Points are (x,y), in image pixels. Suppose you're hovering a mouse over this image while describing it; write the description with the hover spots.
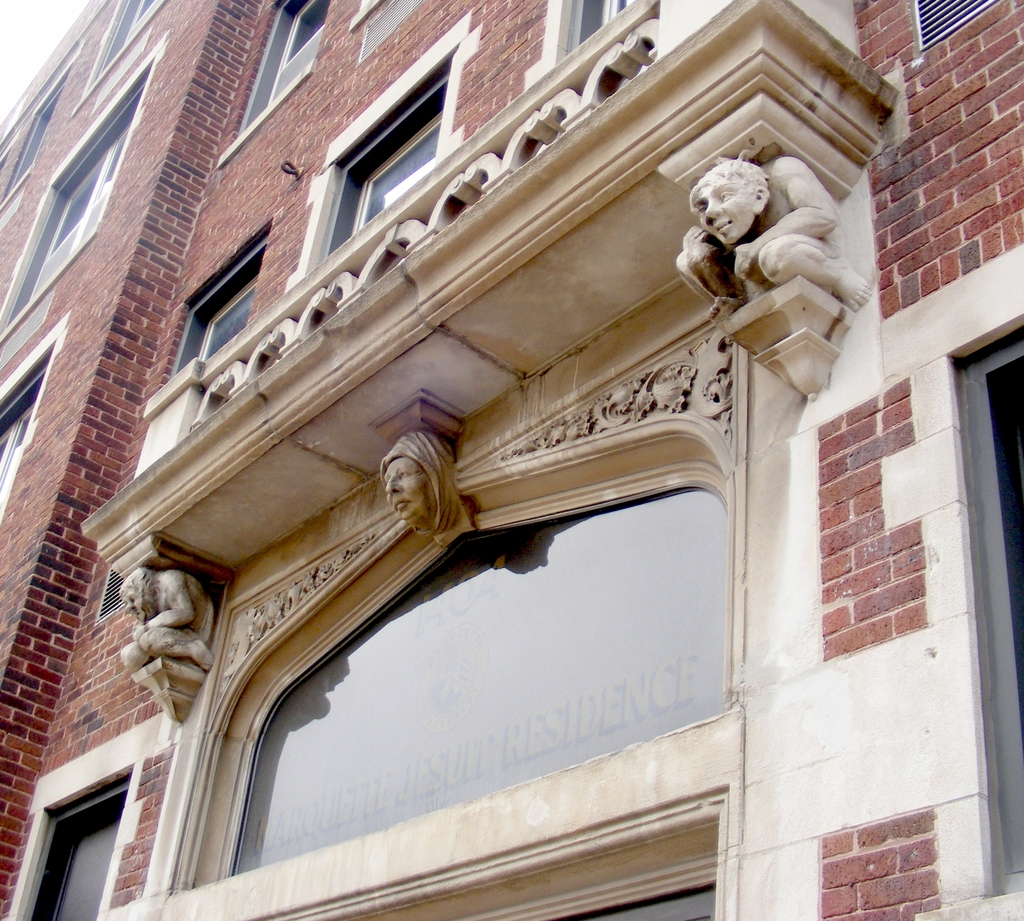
In this image, we can see a building (573,283), there are some windows (50,197) and some carved sculptures (840,273) on the wall (926,276).
